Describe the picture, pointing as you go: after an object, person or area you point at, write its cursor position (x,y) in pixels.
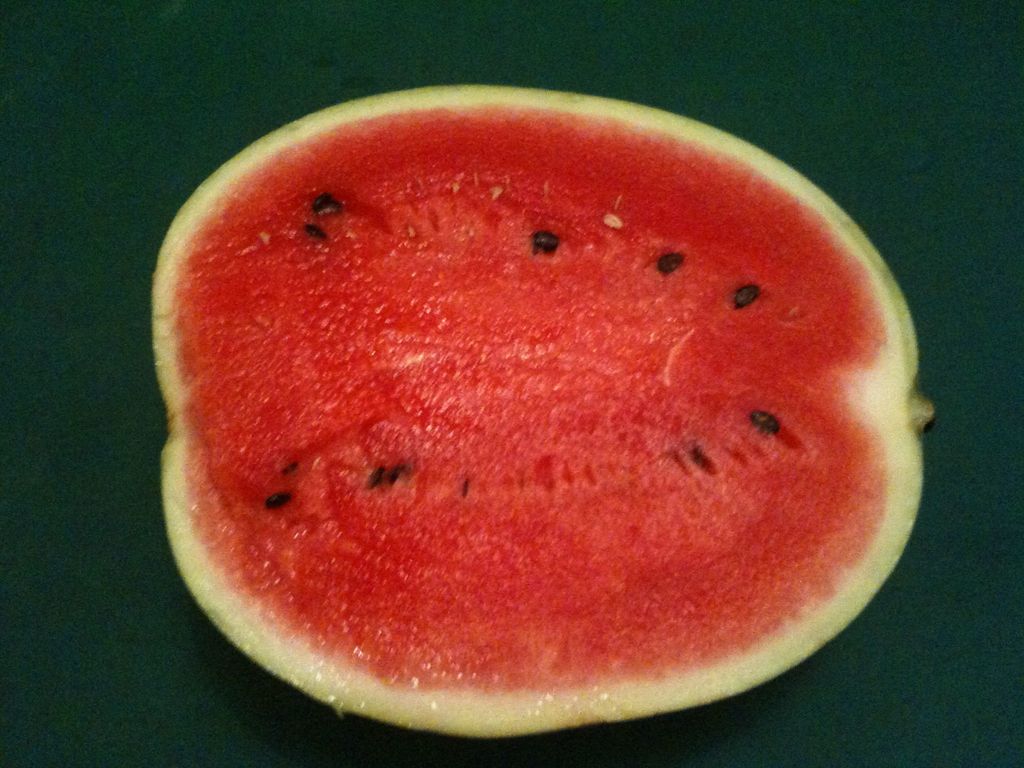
This picture shows a half piece of watermelon (779,365) and we see a green color background (35,96).
